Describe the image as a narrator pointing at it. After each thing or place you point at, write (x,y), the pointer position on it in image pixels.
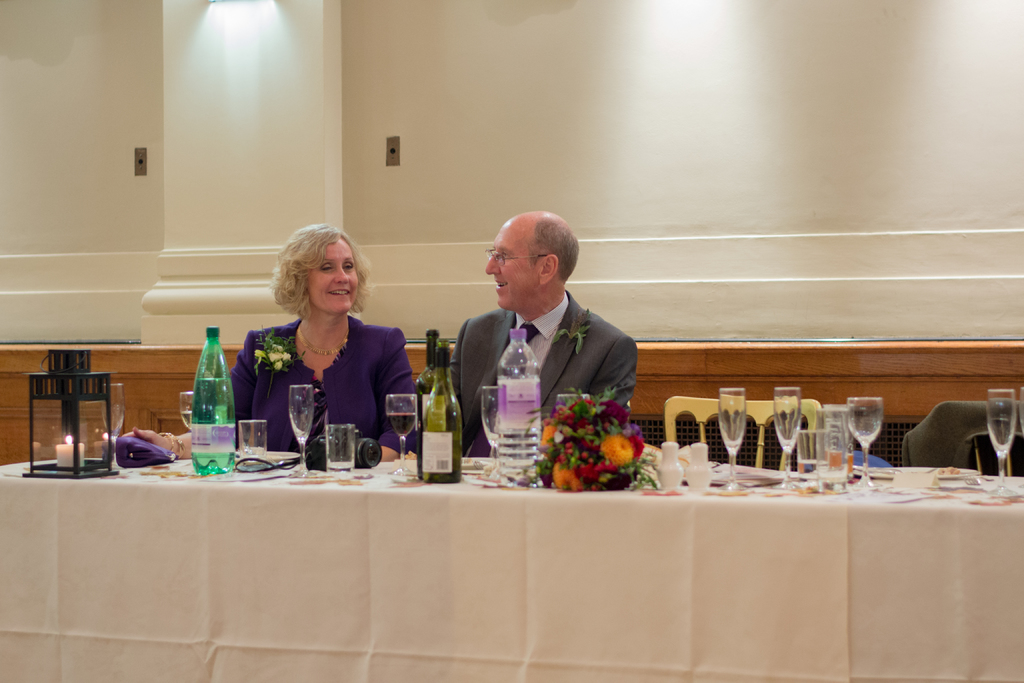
In this image i can see a two persons (351,407) sitting in front the table (515,496), on the table (330,492) there are some bottles (207,408) and glasses (348,447) kept.
